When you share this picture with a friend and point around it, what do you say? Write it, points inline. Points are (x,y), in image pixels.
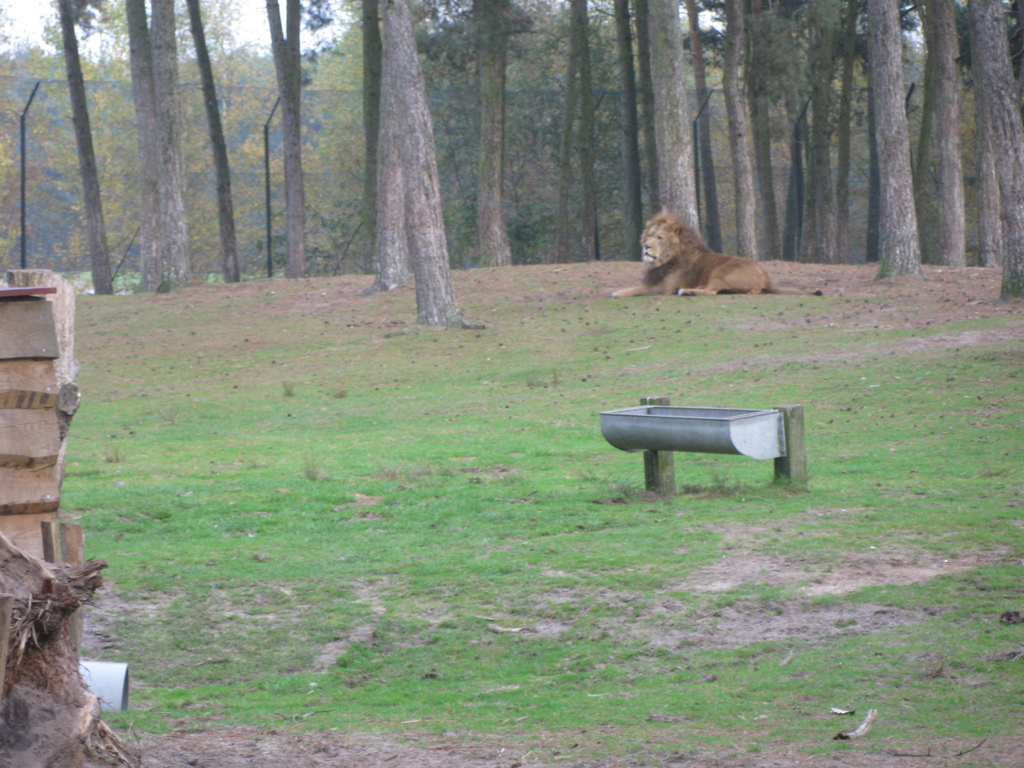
This image looks like it is clicked in a zoo (16,570). The image consists of a lion (681,280) sitting on the ground (757,306). On the left (55,396), there is a wall (18,360). In the background (410,274), there are many trees (407,125) and a fencing (533,154). At the bottom (383,659), there is green grass (483,600). In the middle (653,407), we can see a tub (675,410) made up of metal (767,427).
